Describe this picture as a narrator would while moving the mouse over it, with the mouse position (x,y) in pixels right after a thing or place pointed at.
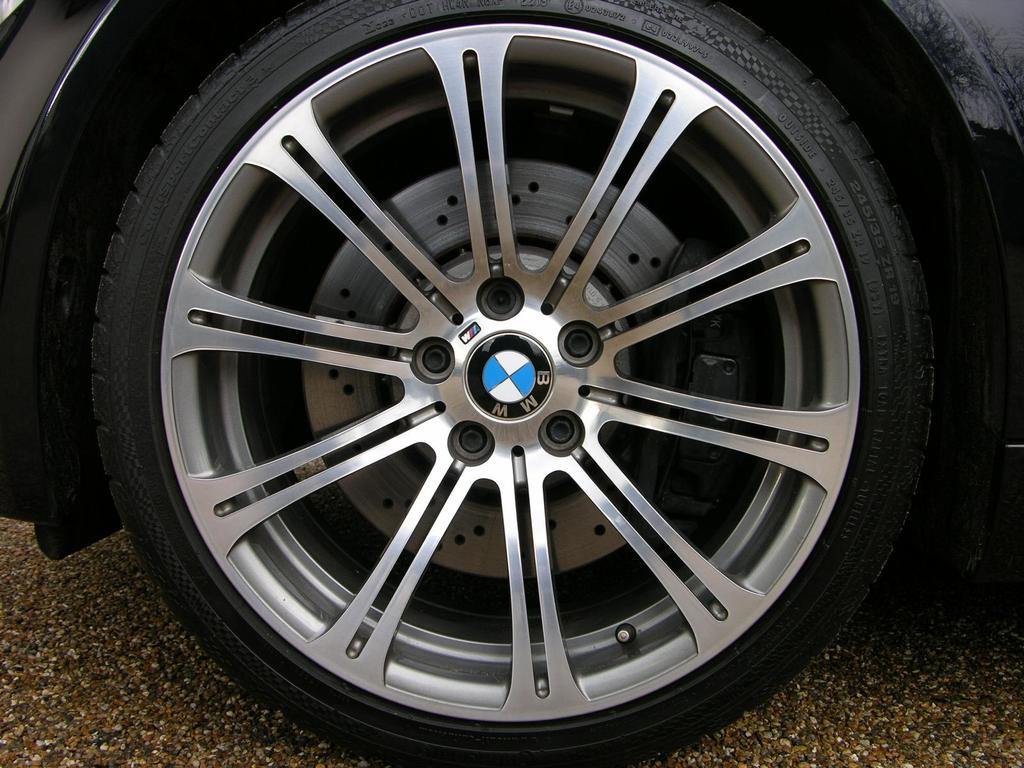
In this image, we can see a tyre (459,113) of a vehicle (605,310), which is placed on the road (1007,754).
